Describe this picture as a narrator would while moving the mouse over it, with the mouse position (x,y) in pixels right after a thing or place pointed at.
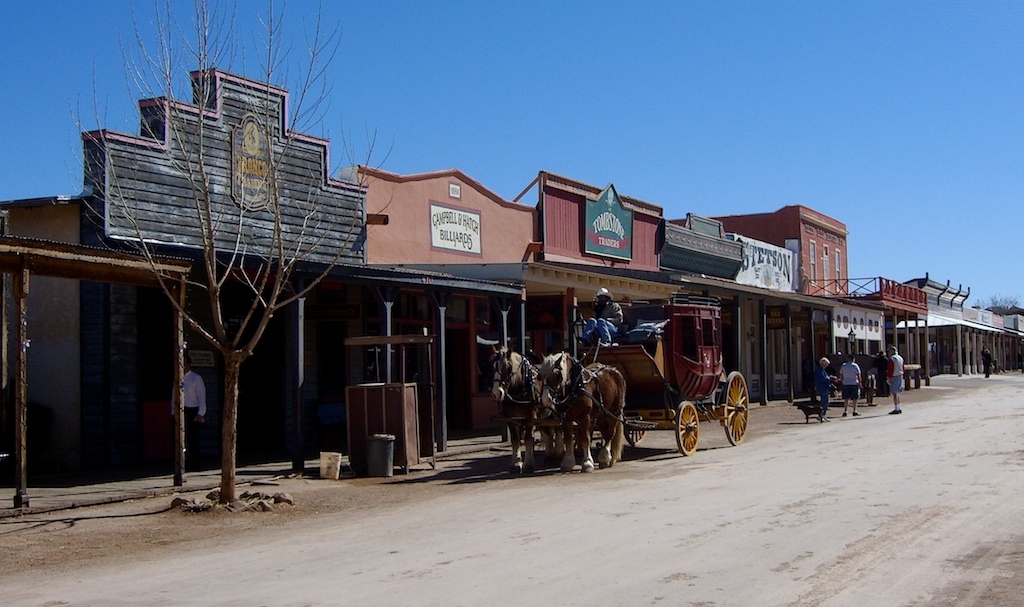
Here we can see stores (744,312), tree (237,223), horse (523,465), cart (722,390) and people (990,357). Sky (661,36) is in blue color.
